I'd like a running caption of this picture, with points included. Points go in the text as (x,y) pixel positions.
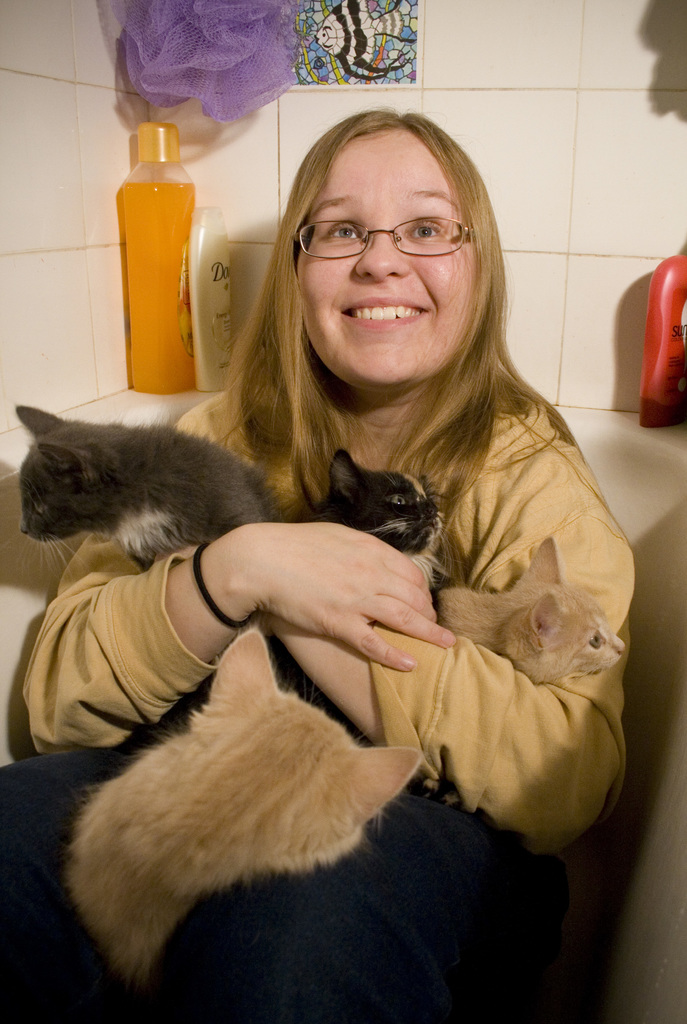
In this image I can see a woman (401,576) is holding the different cats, she is smiling, she wore sweater (474,685). On the left side (142,188) there is a shampoo (183,295) in orange color, on the right side (660,341) there is a plastic bottle (676,305) in red color.
